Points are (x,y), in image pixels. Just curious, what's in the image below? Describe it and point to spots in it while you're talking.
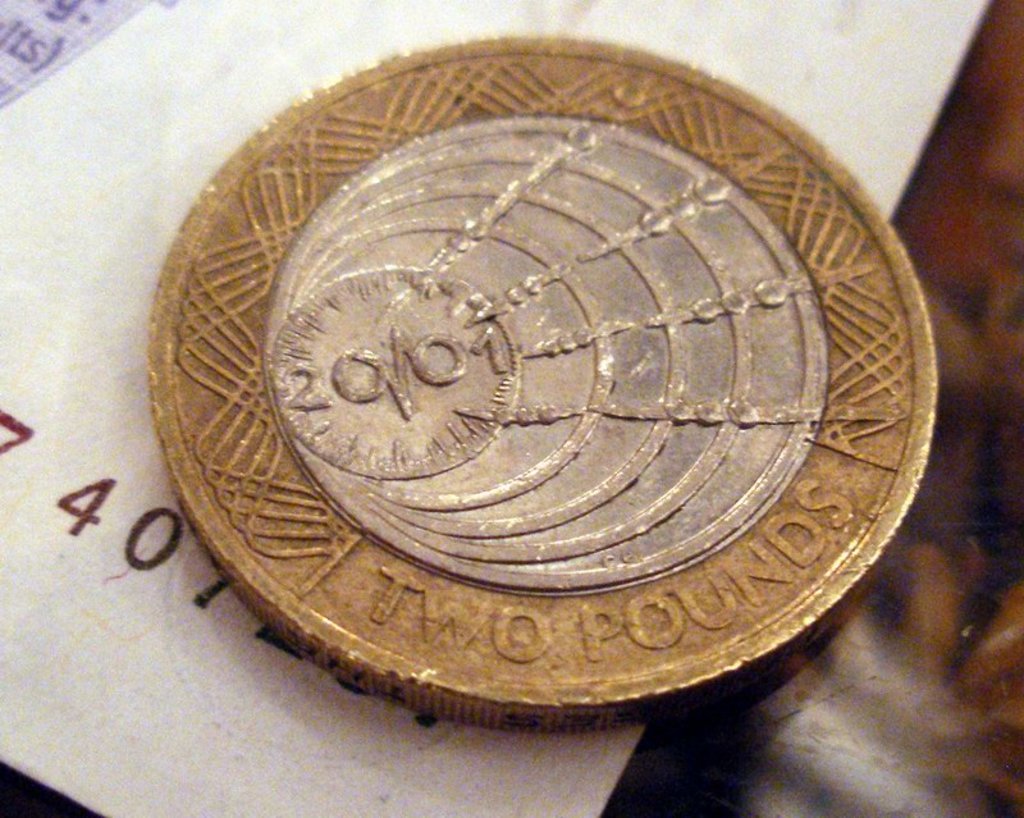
We can see coin (472,162) and white object (877,130) on the surface (865,740).
